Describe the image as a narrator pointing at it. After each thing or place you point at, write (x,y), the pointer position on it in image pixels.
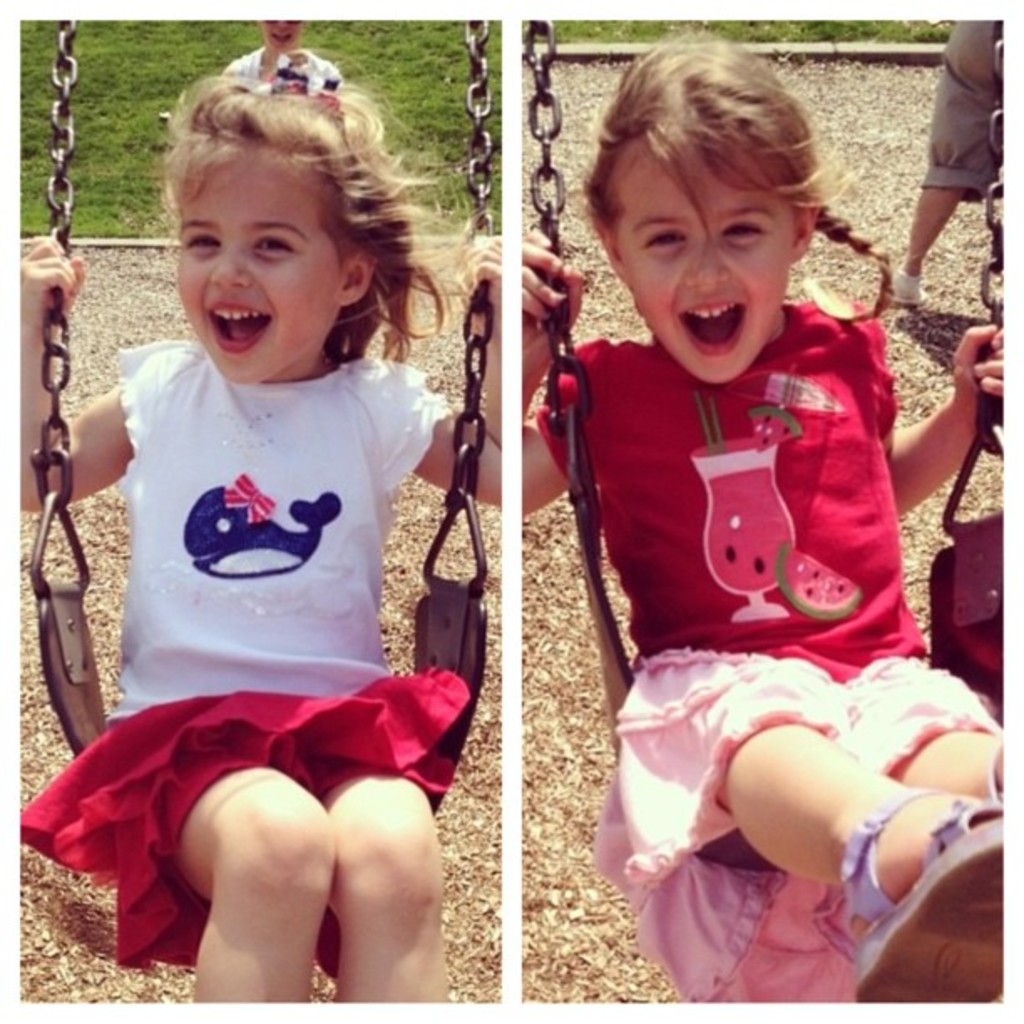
This is a collage picture. In these pictures, girls (391,761) sitting on the swing seats (730,848) and holding chains (986,413). On the right side of the image (930,349), we can see the leg (932,204) of a person (939,190), path (916,174) and grass (882,40). On the left side of the image (109,328), we can see a person (266,60), path (166,279) and grass (147,124).
